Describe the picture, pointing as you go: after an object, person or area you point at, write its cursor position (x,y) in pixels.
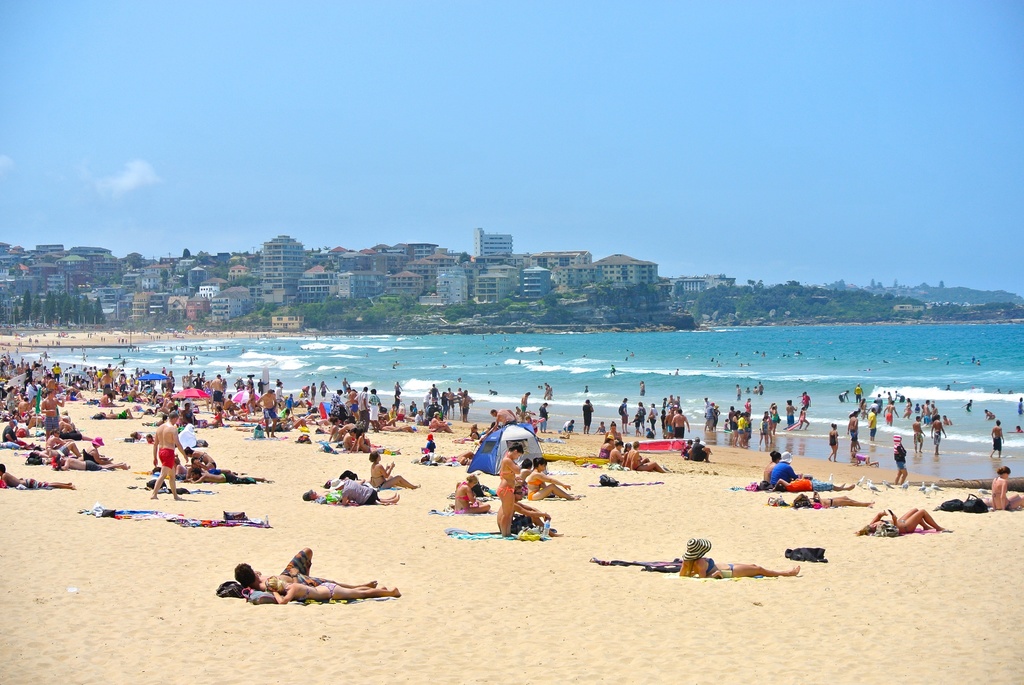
In this picture there are people (61,442) and we can see tent (524,436), sand (913,574), water (658,387) and umbrellas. In the background of the image (537,279) we can see buildings (619,268), trees (872,286) and sky (491,168).
